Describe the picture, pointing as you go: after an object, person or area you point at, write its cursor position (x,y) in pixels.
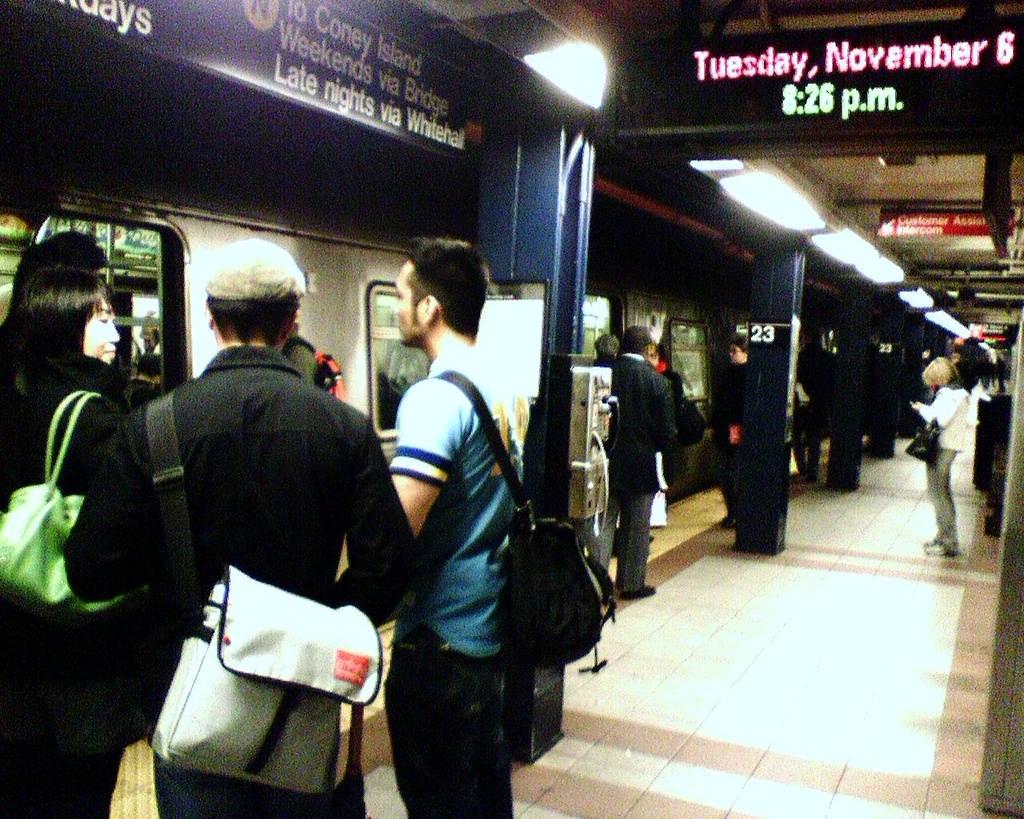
Here I can see many people (641,504) are wearing bags (220,645) and standing on the platform (748,698). On the left side (187,236) there is a train (85,206). At the top (728,75) there is a board (855,72) on which I can see some text (795,52).
